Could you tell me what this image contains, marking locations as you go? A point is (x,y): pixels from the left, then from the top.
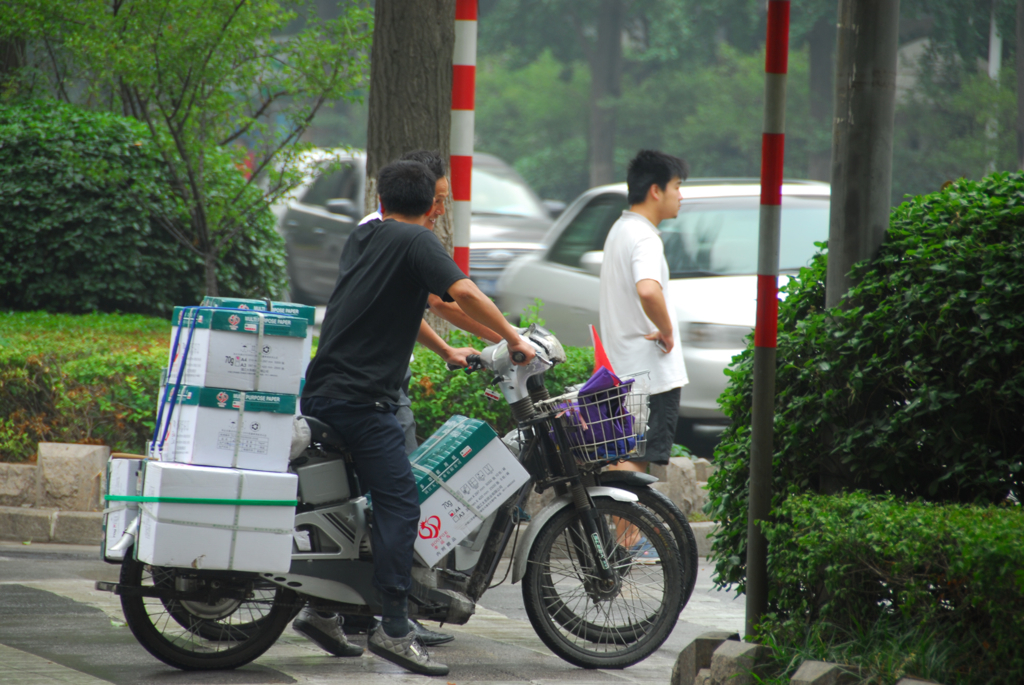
Completely an outdoor picture. We can able to see plant (807,438) and vehicles (595,241) on road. Front this man (391,390) is sitting on motorbike (528,446) and holding a handle (500,351). On this motorbike (326,520) there are boxes (449,459) and basket (631,421). Beside this motorbike (568,441) another person (618,312) is standing and wore white t-shirt (643,337). This is pole (765,244) with red and white lines (777,162).
